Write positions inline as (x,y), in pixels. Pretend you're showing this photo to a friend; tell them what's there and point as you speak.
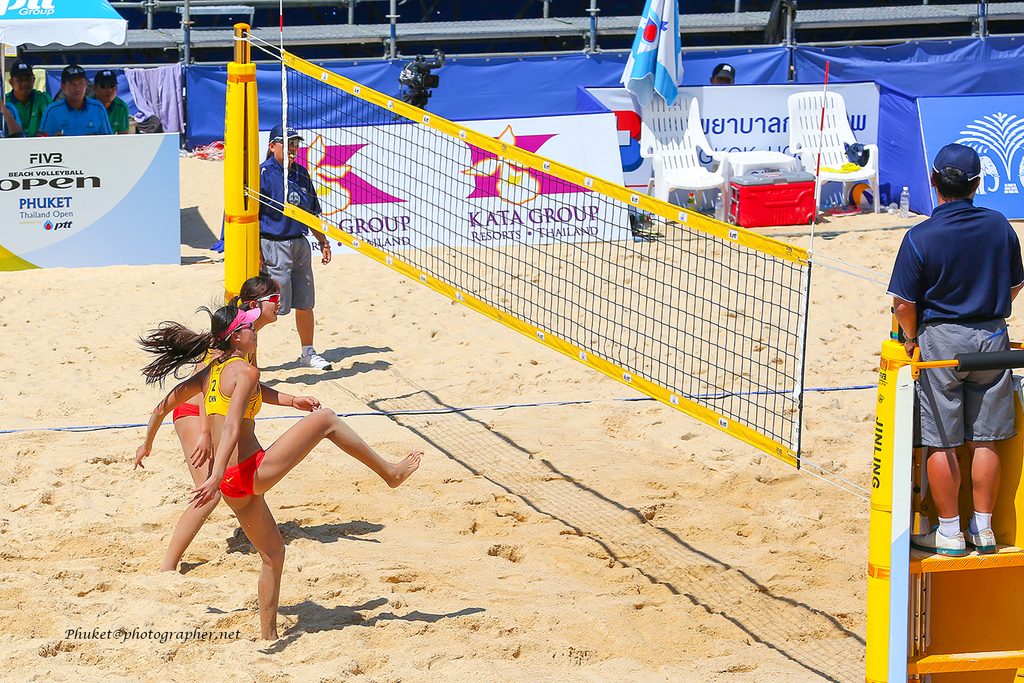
In this picture I can observe two women (185,414) standing on the land (254,582) on the left side (252,512). In the middle of the picture (424,262) I can observe net (389,238). On the right side (932,230) I can observe a person (942,394) standing on the stand (969,598). In the background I can observe blue color cloth (517,99).
